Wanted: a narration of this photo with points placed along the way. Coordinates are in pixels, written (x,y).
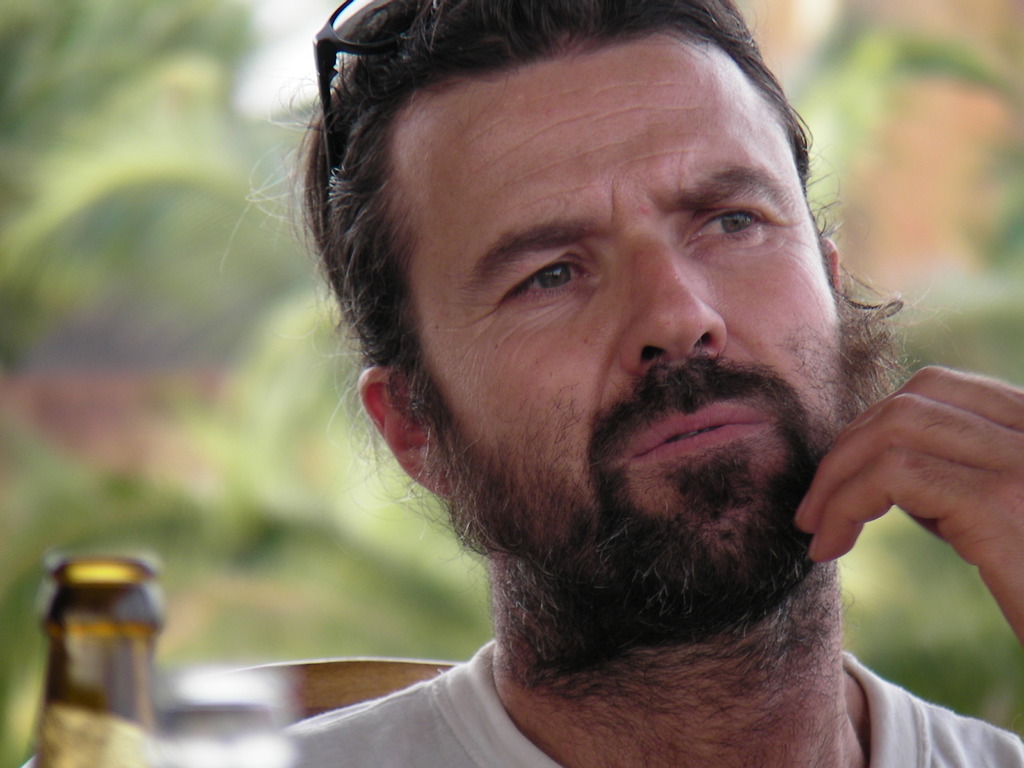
In the image we can see a man (470,703) wearing clothes (899,722). There is a bottle (102,661), chair (329,697) and spectacles (356,49). The background (153,491) is blurred.
